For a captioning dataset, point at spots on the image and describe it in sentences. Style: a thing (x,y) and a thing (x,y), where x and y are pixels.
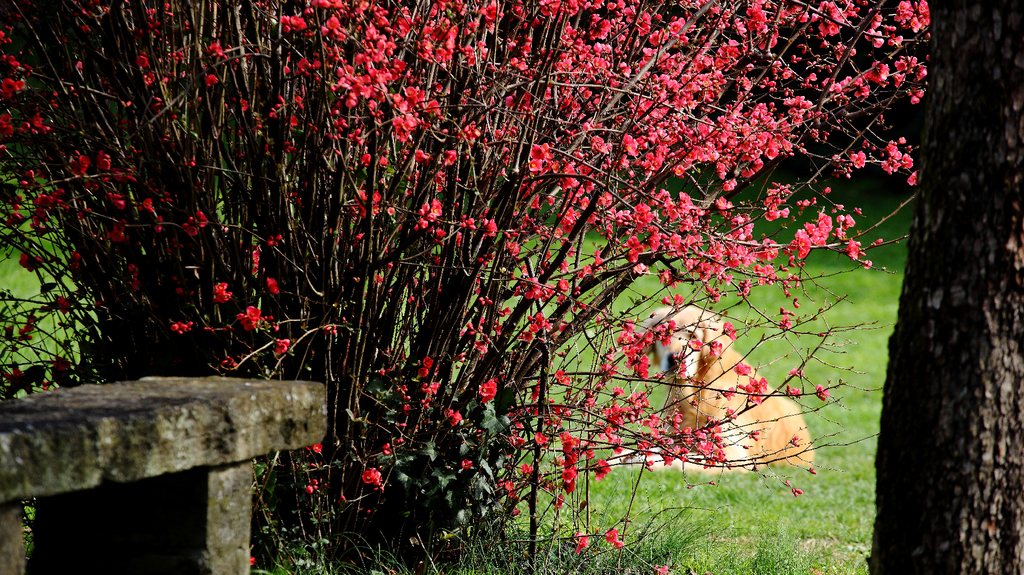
In this image we can see a stone platform (240,457), plants (375,324), and flowers (677,140). Here we can see a dog (753,382) on the grass (874,368). On the right side of the image (815,413) there is a branch (908,484).
